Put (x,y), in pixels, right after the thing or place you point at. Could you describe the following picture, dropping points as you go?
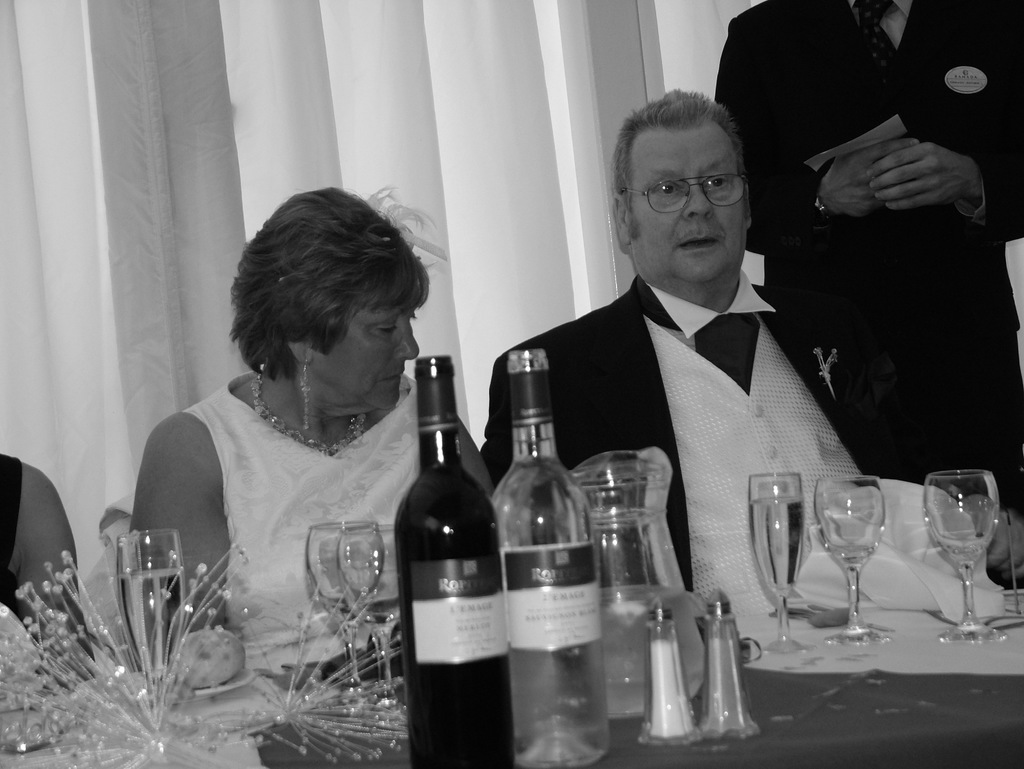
A black and white picture. These persons (693,358) are sitting on a chair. In-front of them there is a table (848,670), on a table (401,751) there is a jar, glasses (782,545) and bottles (432,608). Beside this man (736,370) a other person (858,205) is standing and holding a paper (864,139).
